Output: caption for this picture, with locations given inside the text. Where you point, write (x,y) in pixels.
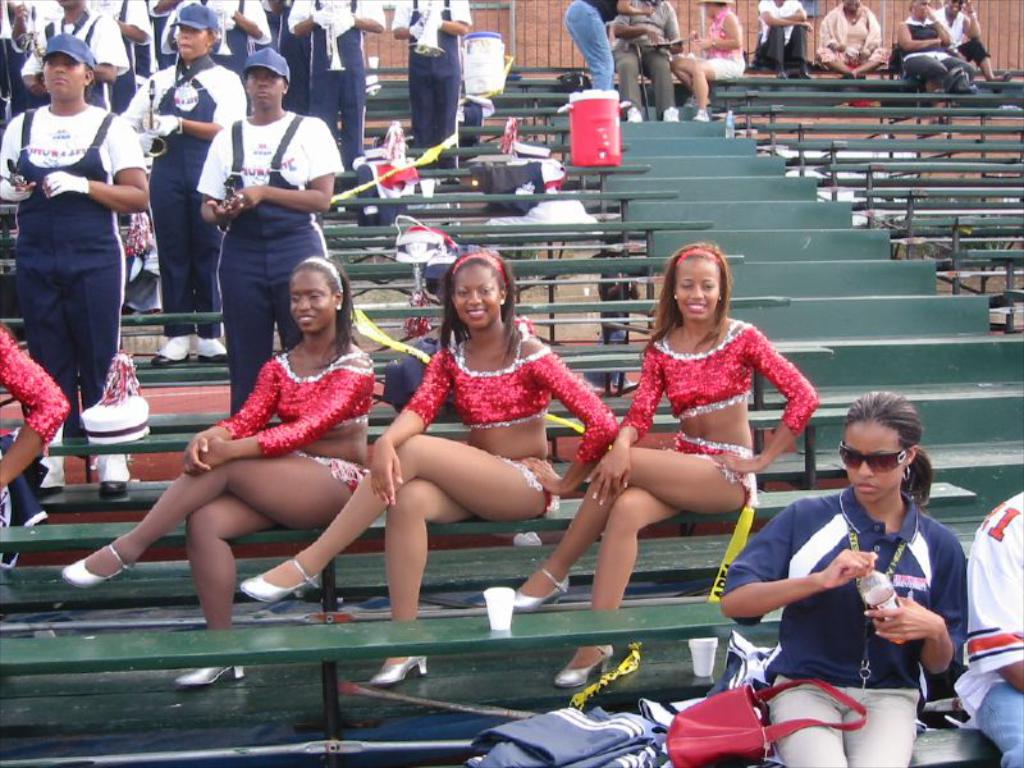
In the foreground of this image (246,714), there is a woman (861,682) and a person (1023,741) along with bags (719,742) are sitting on the bench (959,738). In the background (662,450), there are women (438,463) sitting, few persons (429,135) are standing in between benches (369,241), few cans (586,102), stairs (664,136) and the wall (535,26).
